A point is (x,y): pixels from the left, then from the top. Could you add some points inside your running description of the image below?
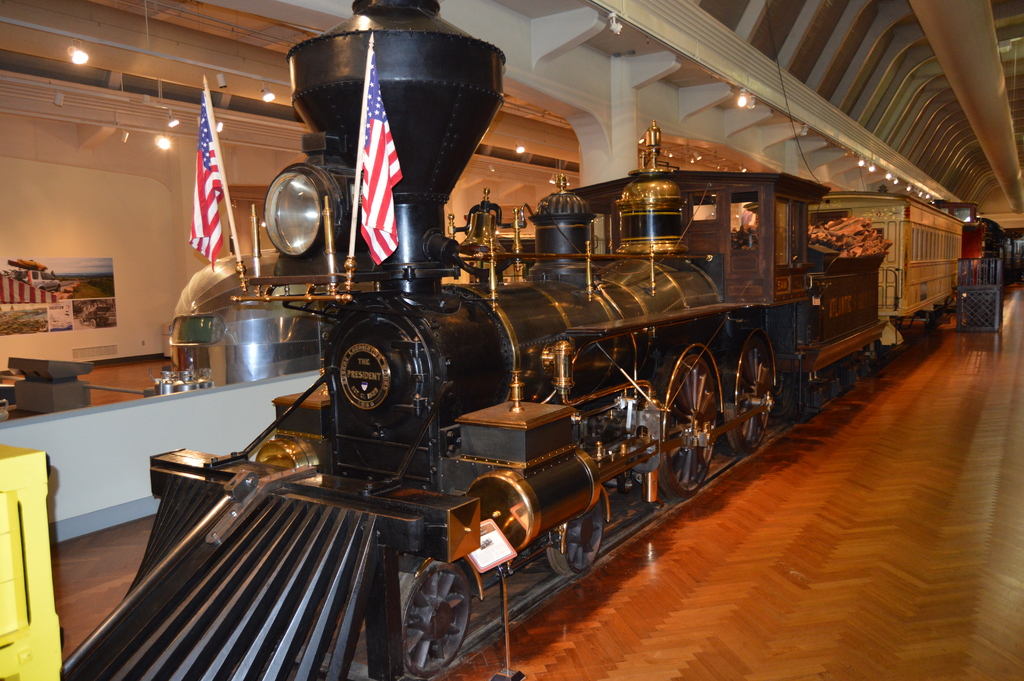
In this image I can see a train (480,405) which has flags (372,116) on it. In the background (68,221) I can see a wall (153,206) which has photo (106,280) attached to it. I can also see lights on the ceiling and other objects (206,349) on the floor (136,375).
